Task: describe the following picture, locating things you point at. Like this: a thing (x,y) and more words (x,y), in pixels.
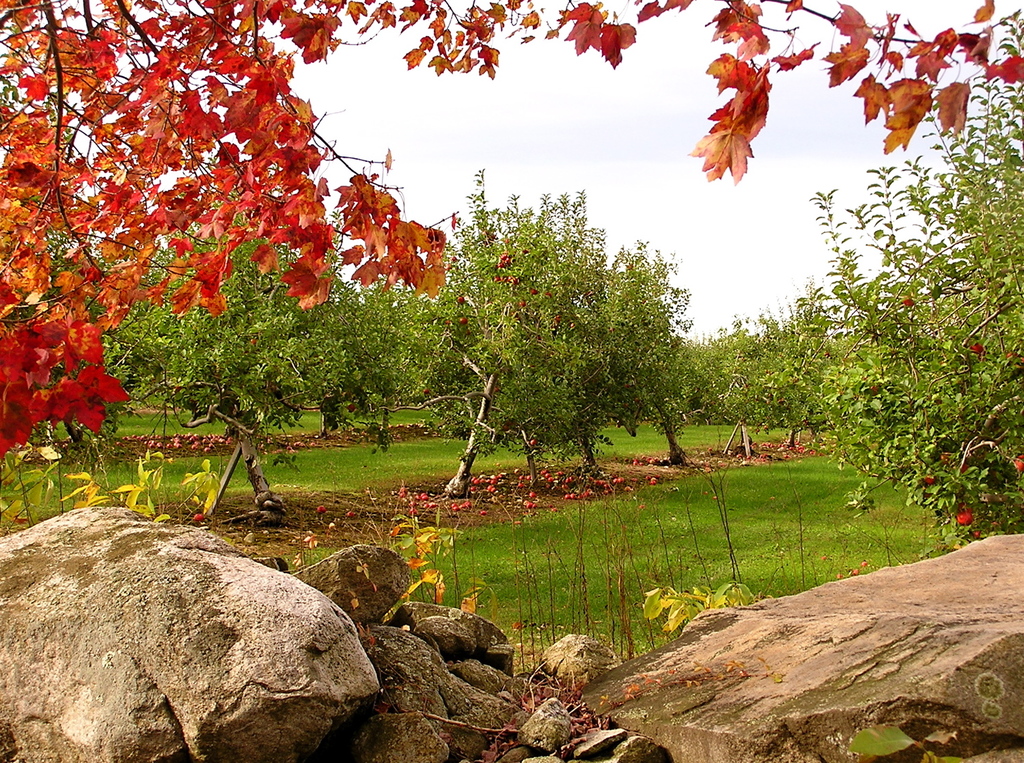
In the image there are rocks (911,672) in the front (908,682), in the back (948,385) there are trees (756,367) all over the image on the grass land (529,537) and above its sky (547,161).
